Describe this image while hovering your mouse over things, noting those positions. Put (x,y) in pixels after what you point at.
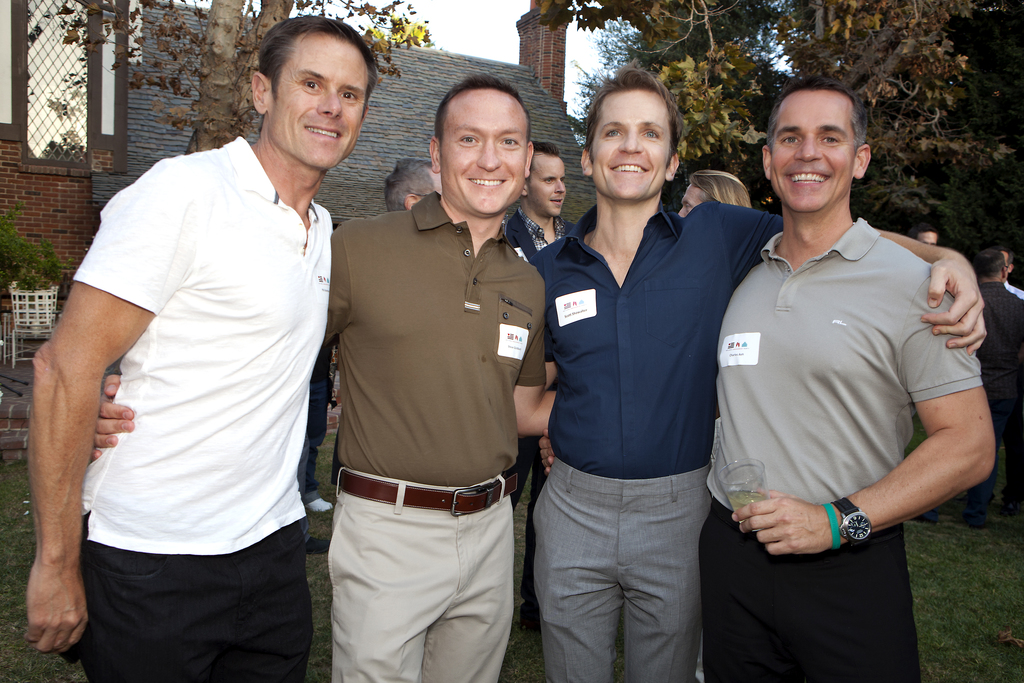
In this image, we can see four persons (555,435) standing and smiling. On the right side of the image (830,453), we can see a person (798,428) holding a glass (750,496) with liquid (742,494). In the background (995,376), there are trees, people (533,246), grass (992,520), plants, house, wall (61,238), walkway (19,362), chair (19,318), glass window (61,123), pillar (545,72) and the sky (480,44).
